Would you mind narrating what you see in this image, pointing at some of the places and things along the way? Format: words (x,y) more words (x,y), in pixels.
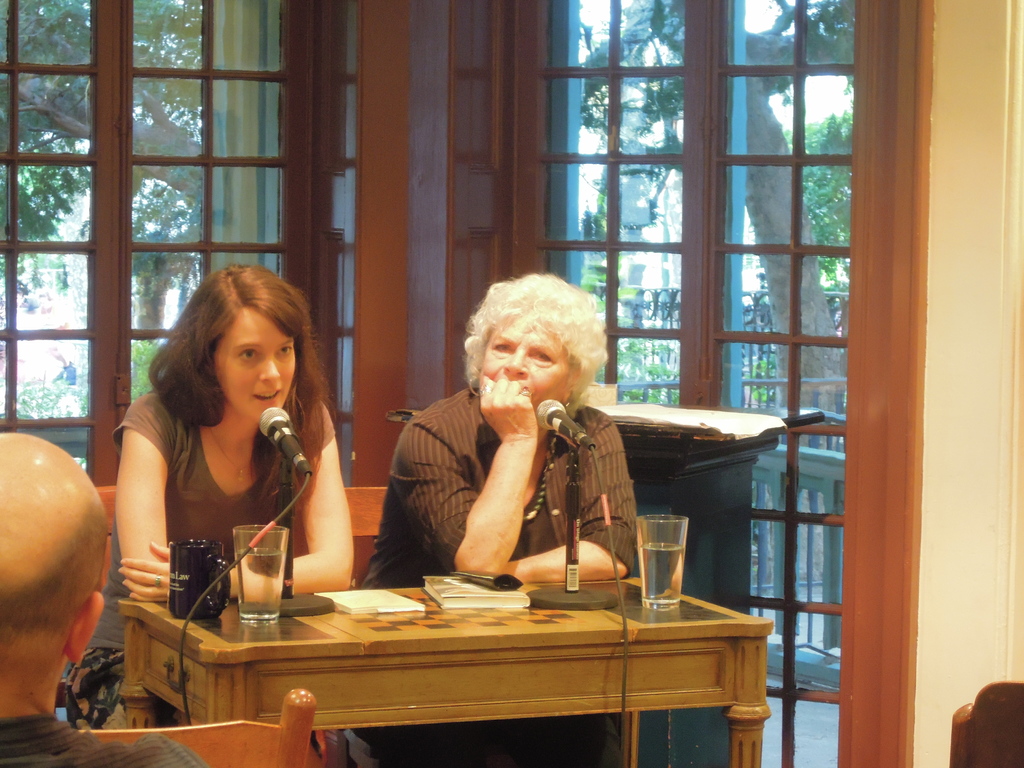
In the image there are three people (585,422) sitting on chair (270,729) in front of a table (344,648), on table (325,619) we can see a water glass (266,556), cup (216,550), book (455,583), paper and a microphone (554,430) in background (195,132) there is a glass door (218,227) which is closed and trees (664,106).
